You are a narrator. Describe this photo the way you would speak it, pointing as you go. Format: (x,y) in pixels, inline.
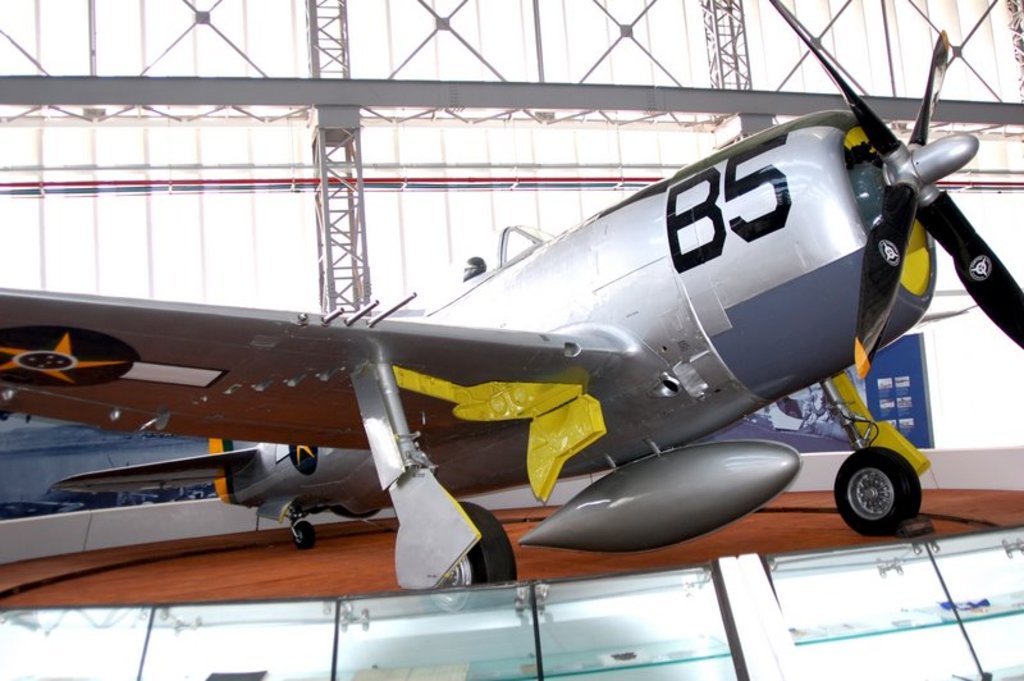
In the center of the image (499,319) there is an airplane (292,340). In the background of the image (201,21) there are rods (240,95).
